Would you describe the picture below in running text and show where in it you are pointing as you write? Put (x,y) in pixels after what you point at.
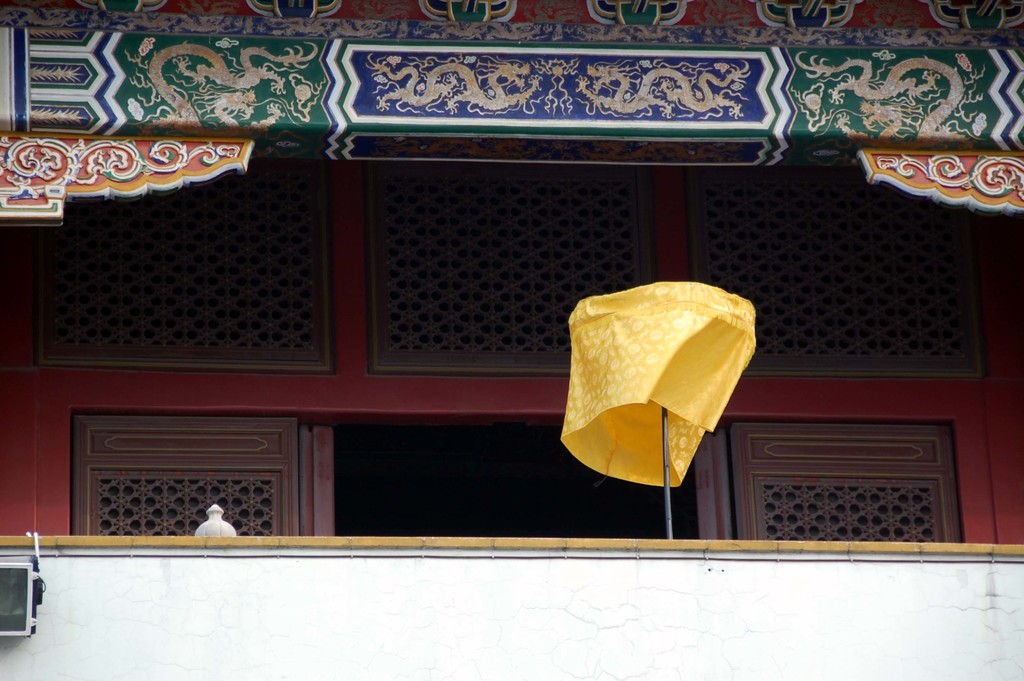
This is a building (129,413). At the bottom (307,620) there is a wall (330,620). In the background (727,274) there is another wall (354,294) made up of wood (238,396). At the top (684,61), I can see few colorful paintings (351,97) on the wall (458,29).
